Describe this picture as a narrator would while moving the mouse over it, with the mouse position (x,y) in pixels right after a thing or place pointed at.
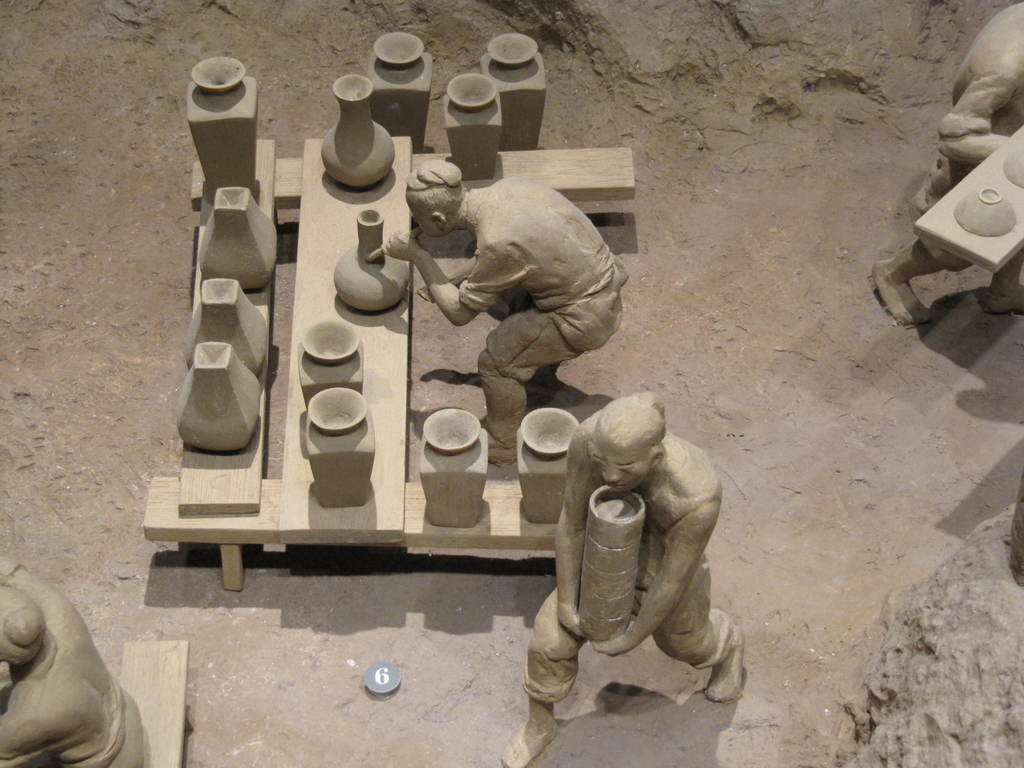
In this image I can see few statues (657,544) and I can see few bowls (348,92) on the cream color surface (308,527).
